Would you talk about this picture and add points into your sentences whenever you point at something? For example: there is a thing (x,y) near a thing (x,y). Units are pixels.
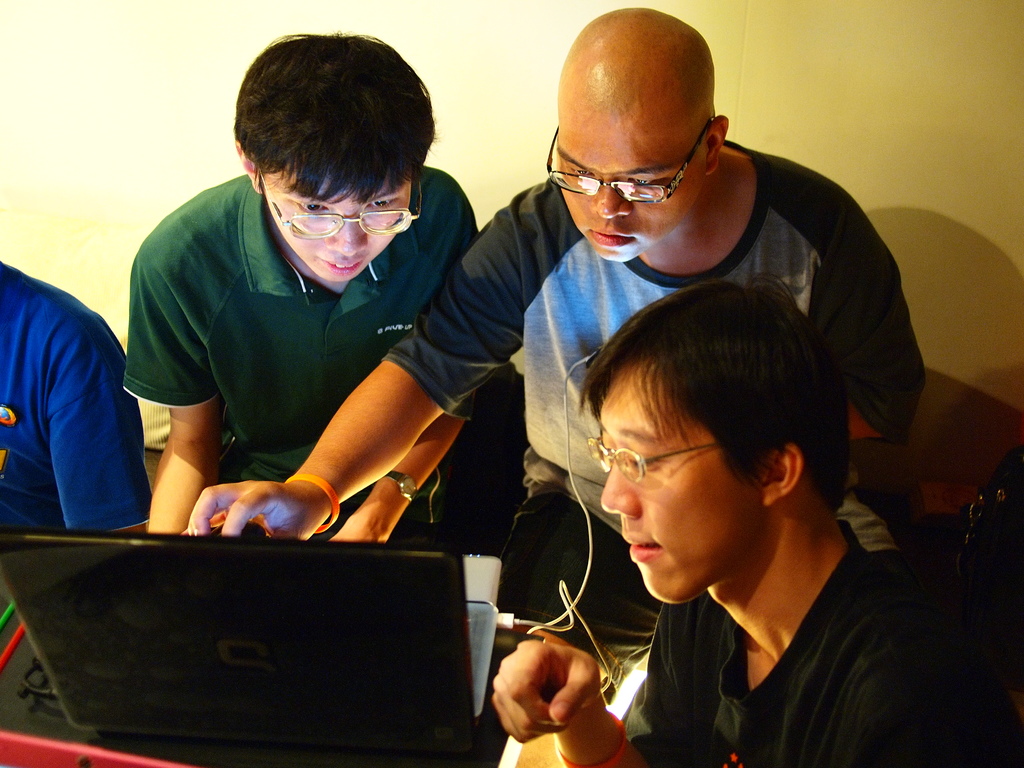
In this image is a table (46,721), on that table (398,757) there is a laptop (463,703), around the table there are people (672,414) sitting, in the background (738,7) there is a wall (991,267).
